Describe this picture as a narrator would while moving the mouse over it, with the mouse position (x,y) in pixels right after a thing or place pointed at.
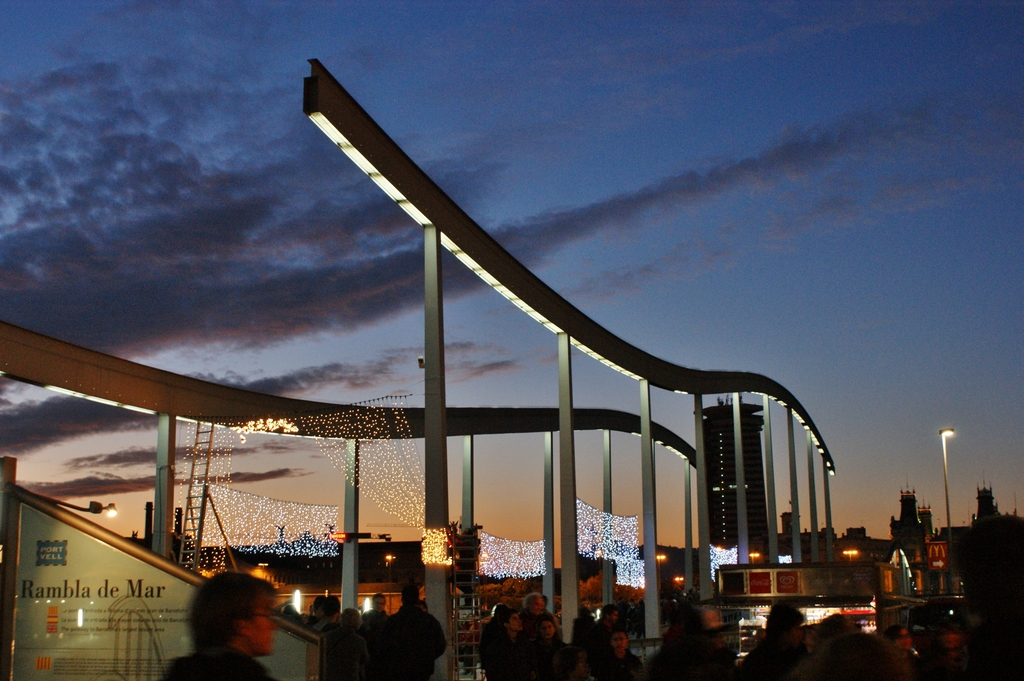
At the bottom of the image (672,640) there are few people (577,643) standing. Behind them there are poles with decorative lights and boards (95,596) with something written on it. And also there are stores (770,586) and poles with lights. At the top of the image (117,96) there is sky (274,110) with clouds (187,213).
